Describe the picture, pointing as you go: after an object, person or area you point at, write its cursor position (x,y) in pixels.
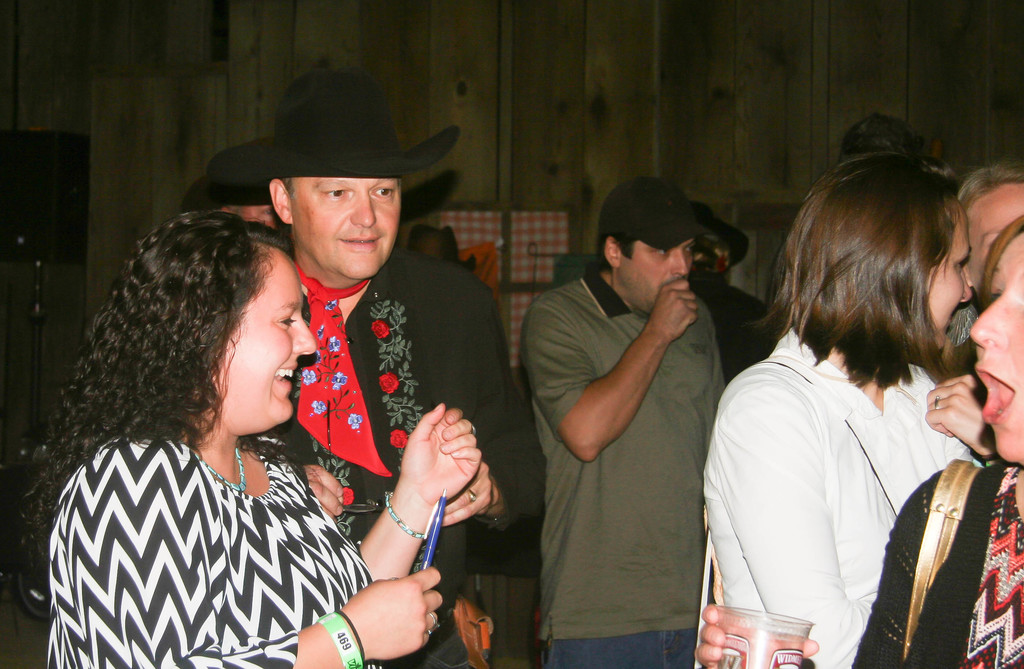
In this image, we can see a group of people (621,484). In the background (566,222), we can see a wooden wall (707,39).
